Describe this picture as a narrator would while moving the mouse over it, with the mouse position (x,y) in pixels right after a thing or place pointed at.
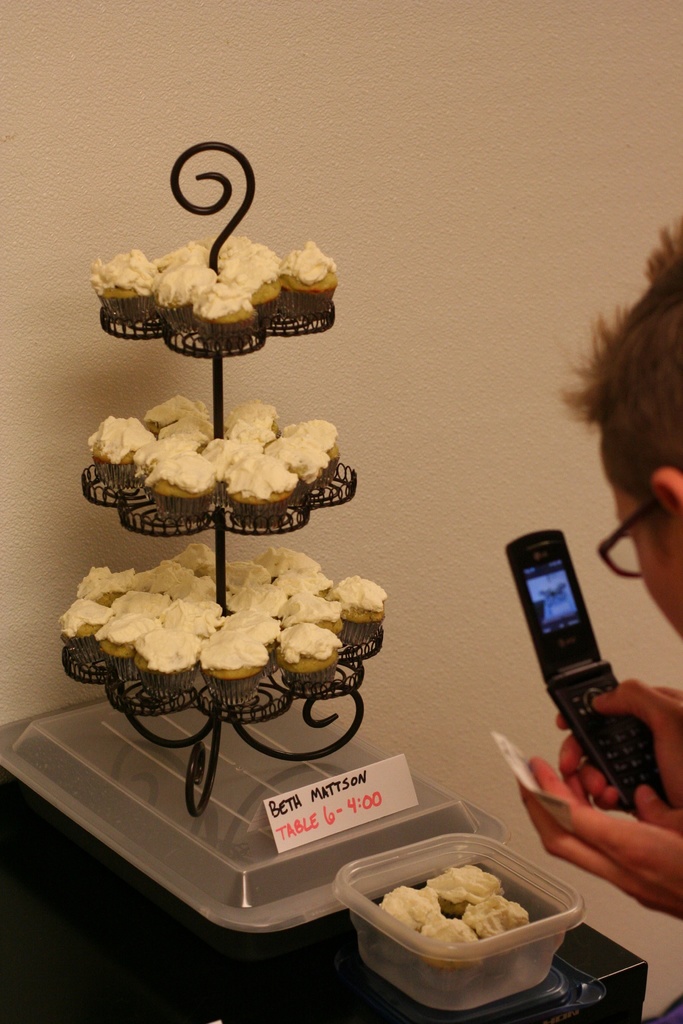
In this image we can see a person (579,757) wearing spectacles (627,573) is holding a mobile (613,685) in his hand (627,840). In the left side of the image (74,649) we can see several cupcakes (145,473) placed in a stand (97,662) and a container (502,989).
